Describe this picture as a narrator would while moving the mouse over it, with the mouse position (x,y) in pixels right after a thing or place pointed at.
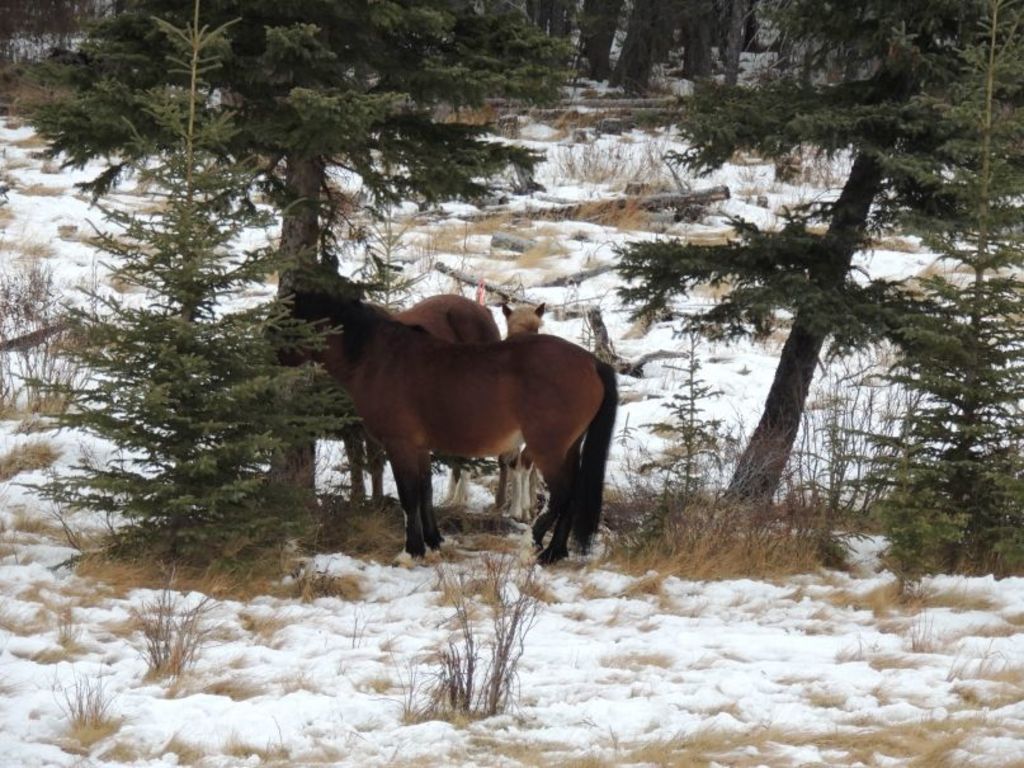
In this image I can see there are horses (358,383) in brown color, at the bottom (482,642) it is the snow (482,642). There are trees (667,255) in this image.
